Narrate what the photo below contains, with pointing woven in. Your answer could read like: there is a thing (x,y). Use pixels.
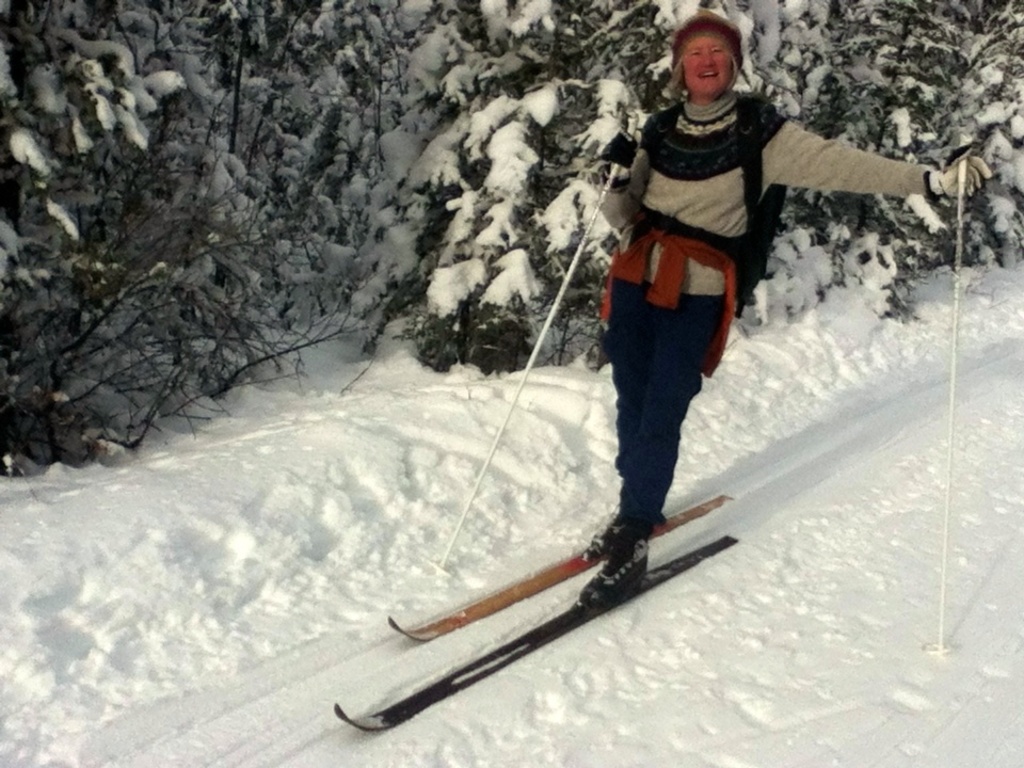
There is a person (800,152) in gray color t-shirt (776,161), holding sticks (961,181) with both hands (627,171) and standing on the snow boards (670,570). Which are on the snow surface (740,534). In the background (393,211), there are trees (81,66). On which, there is snow (393,73).
